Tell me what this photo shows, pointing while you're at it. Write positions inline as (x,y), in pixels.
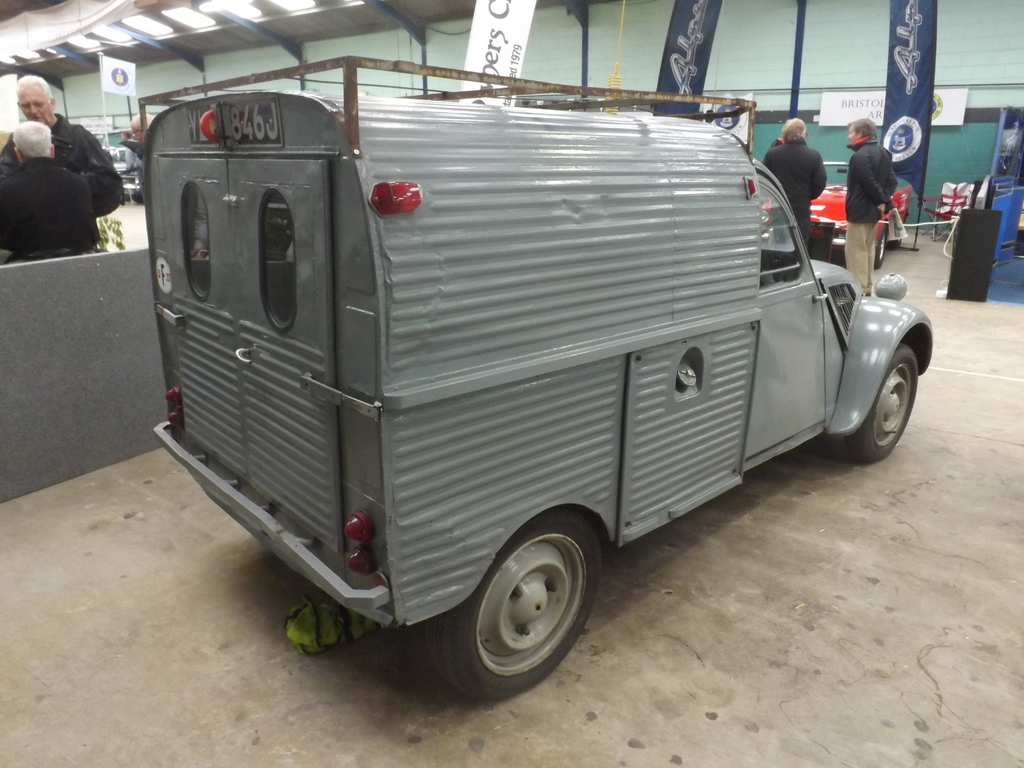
There is a vehicle (448,544) in the middle of this image (393,476). We can see a wall (721,79) in the background (539,65). There are two people (74,185) standing on the left side of this image (74,185) and on the right side of this image (868,215) as well.
